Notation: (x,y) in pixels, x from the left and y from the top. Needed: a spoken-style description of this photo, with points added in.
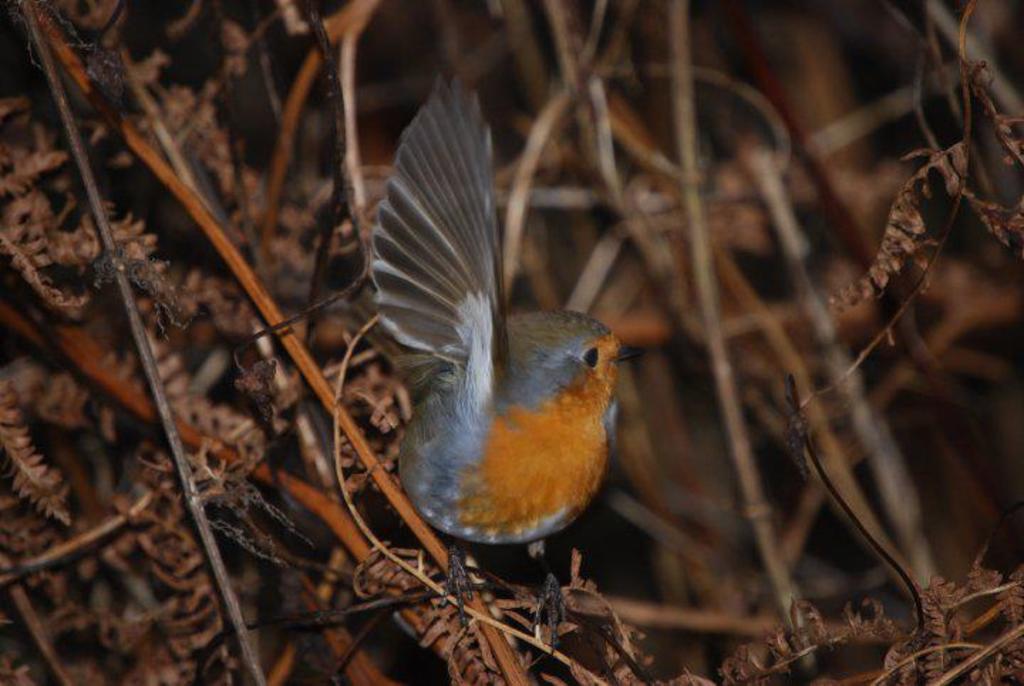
In this image I can see a bird (521,462) which is orange, brown, grey, white and black in color is on a plant (432,587) which is brown and orange in color. I can see the blurry background (897,31).
